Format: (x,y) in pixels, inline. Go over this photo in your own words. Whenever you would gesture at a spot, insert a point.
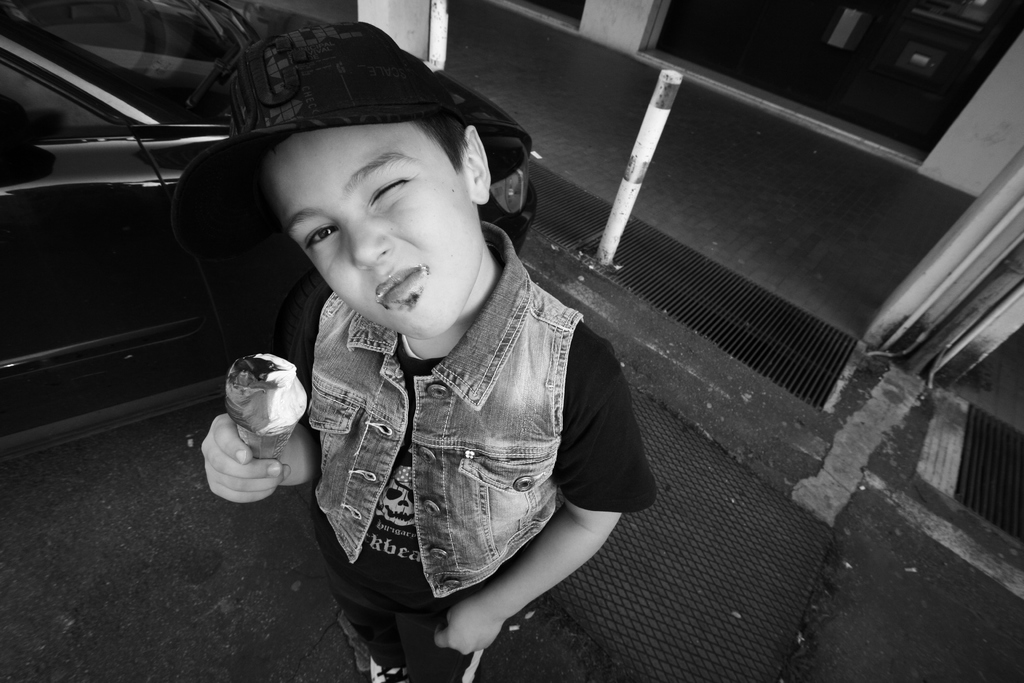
This is black and white picture where we can see a boy (470,528) is standing, he is holding ice cream (273,405) in his hand (244,446) and wearing jacket (476,439) with hat (359,99). Behind one car (50,231) is present. Right side of the image (1009,125) one wall (986,139) is there.
